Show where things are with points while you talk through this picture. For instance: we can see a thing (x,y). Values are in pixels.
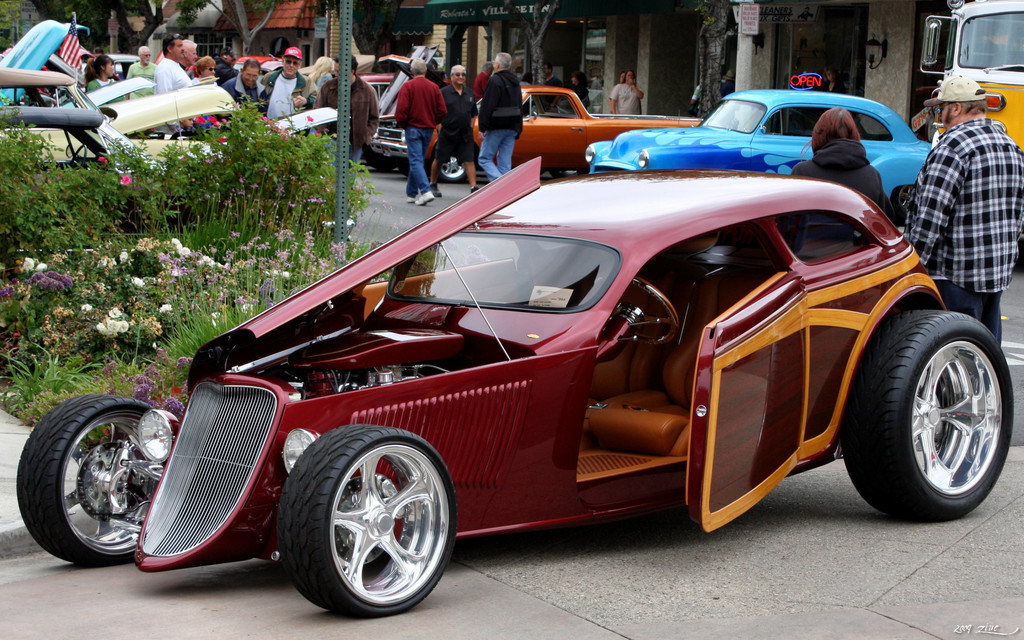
In this picture there is a car (415,312) in the center of the image (430,297) and there are other cars (559,91), people (514,79), and trees (88,20) in the background area of the image (578,90) and there are flower plants (234,197) on the left side of the image (191,203).
